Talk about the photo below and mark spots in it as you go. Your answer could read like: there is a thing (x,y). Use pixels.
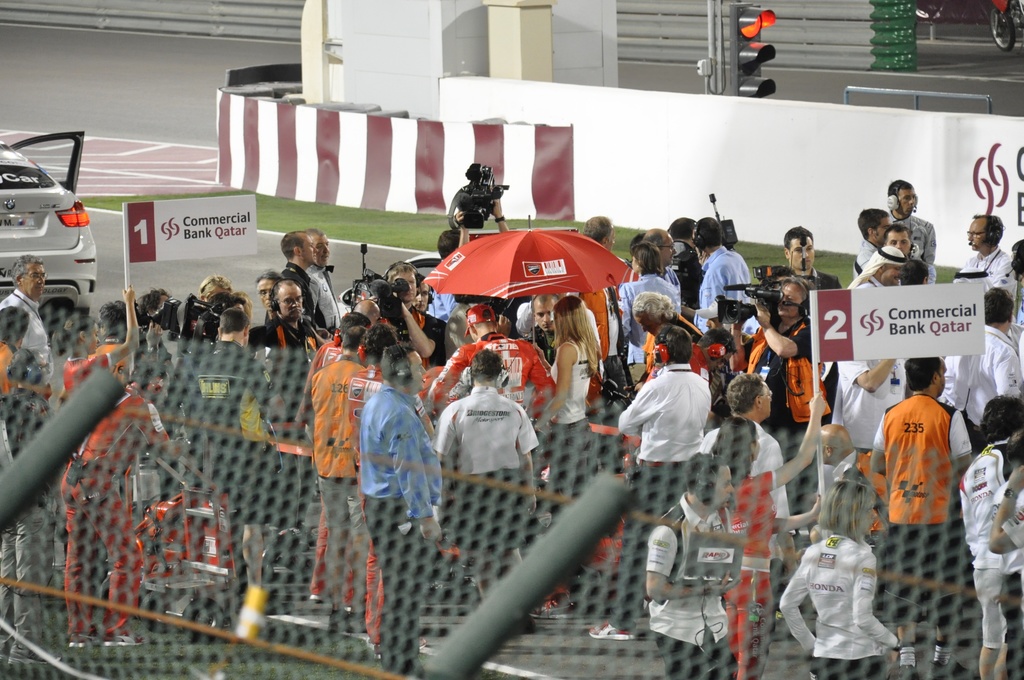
In this image at the bottom (684,490), there are many people (583,410), cameras (483,225), umbrellas (541,273), posters (903,328). At the bottom (528,553) there is fence (603,587). On the left (59,230) there is a car (36,233). In the background (736,38) there are posters (955,206), traffic signals (741,54), vehicles (1001,36) and road (174,112).
